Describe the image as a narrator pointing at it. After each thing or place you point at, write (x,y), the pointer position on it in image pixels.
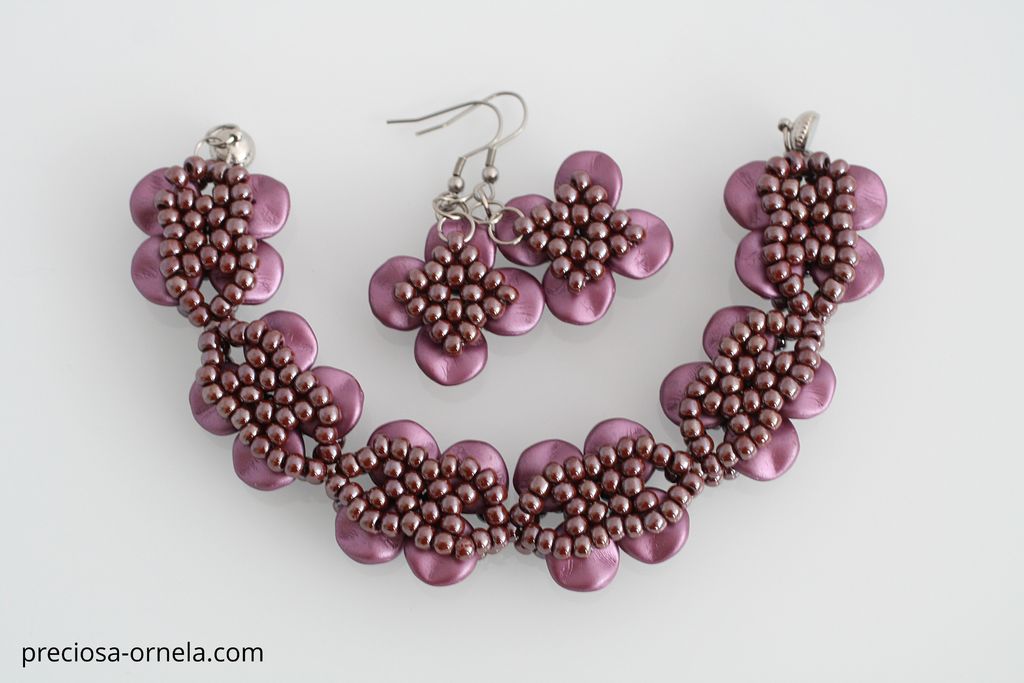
In this picture we can see a bracelet (732,372) and earrings (545,291), there is a plain background, we can see some text (174,646) at the left bottom (171,664).
